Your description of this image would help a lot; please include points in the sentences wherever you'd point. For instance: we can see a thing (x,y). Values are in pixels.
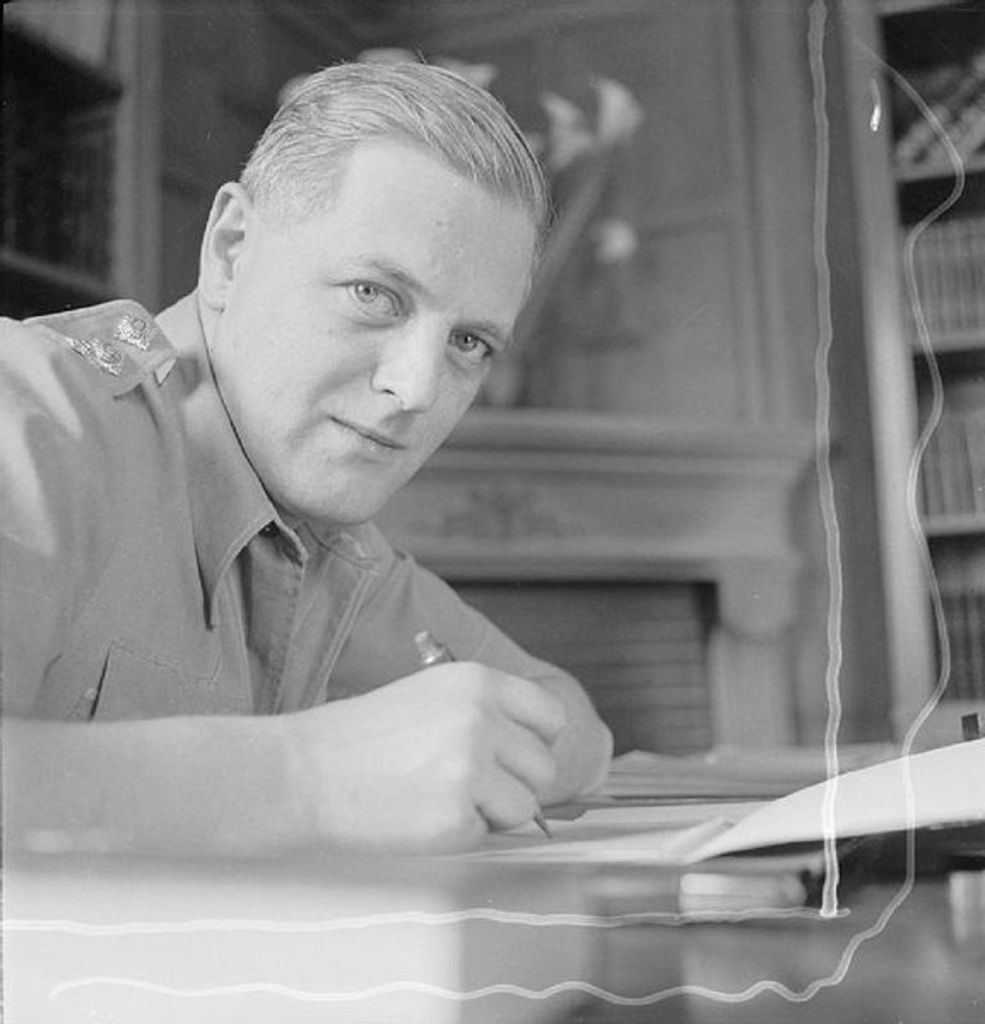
In this picture I can see a man (219,382) sitting and writing in the book (562,837) with the help of a pen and I can see few books (966,126) on the shelves (940,527) and looks like a plant (603,103) in the background (588,86) and I can see few books (895,792) on the table (638,967).
